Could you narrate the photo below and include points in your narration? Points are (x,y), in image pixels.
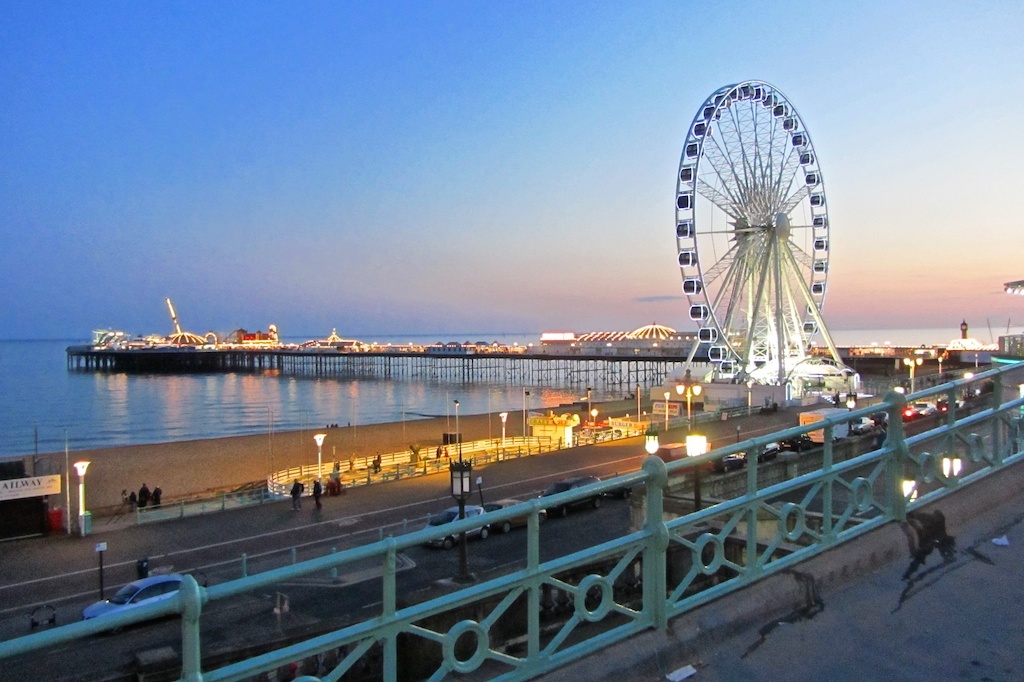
In this picture, it seems like a boundary (607,484) in the foreground area of the image (501,588), there are people (439,456), vehicles (803,433), poles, giant wheel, a bridge (396,355) on the water (643,379) and the sky (636,268) in the background (347,232).
